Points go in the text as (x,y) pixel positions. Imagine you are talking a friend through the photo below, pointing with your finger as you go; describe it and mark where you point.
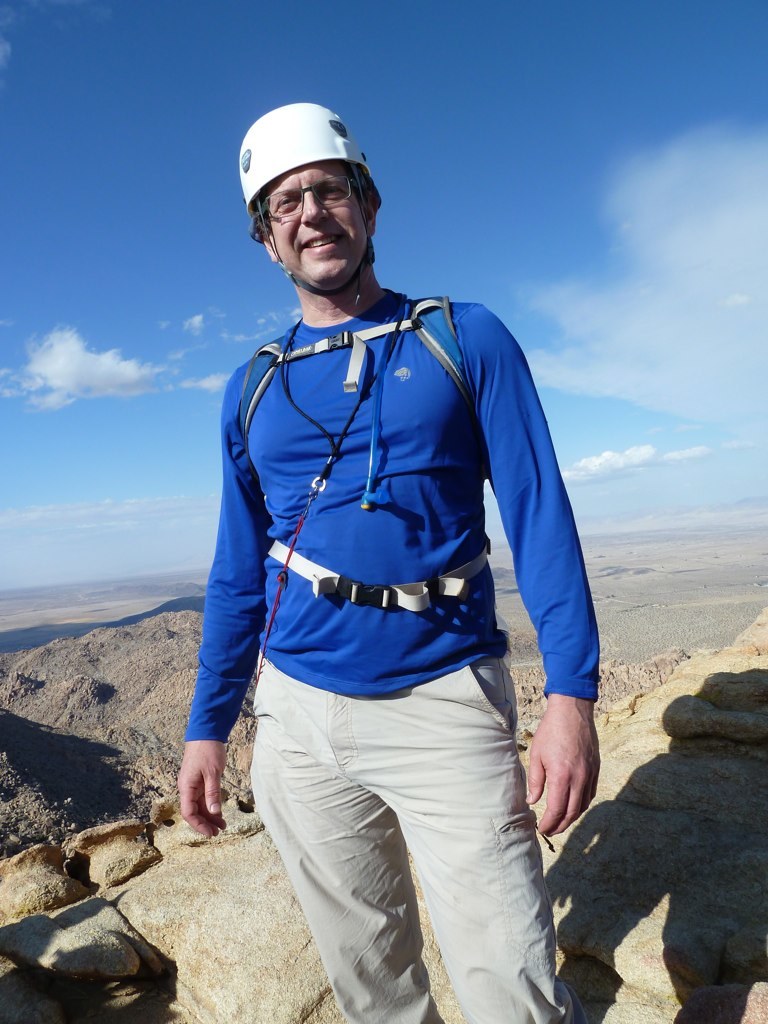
In this image there is the sky (399,118) towards the top of the image (463,199), there are clouds (92,393) in the sky (165,327), there is soil (137,666) on the ground (110,725), there are rocks (211,965) towards the bottom of the image (276,944), there is a man (352,421) standing towards the bottom of the image (408,791), he is wearing a helmet (294,139), he is wearing spectacles (350,190).
